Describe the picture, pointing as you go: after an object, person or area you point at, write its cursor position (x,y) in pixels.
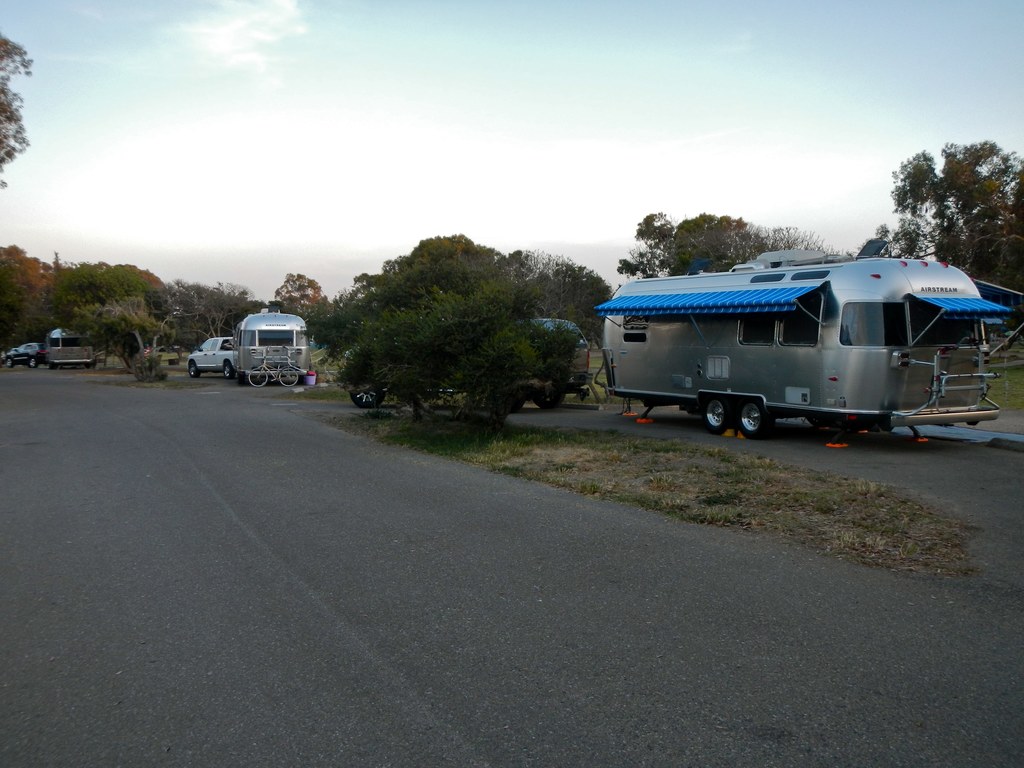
In this image we can see vehicles (89,349) on the ground (825,435), some roads (862,435), one object (307,379) on the ground (315,389), some vehicles (194,368) on the road (276,431), some trees (160,315), bushes (435,303), plants (454,307) and grass (995,400) on the ground (842,503). At the top (147,110) there is the sky (367,163).
